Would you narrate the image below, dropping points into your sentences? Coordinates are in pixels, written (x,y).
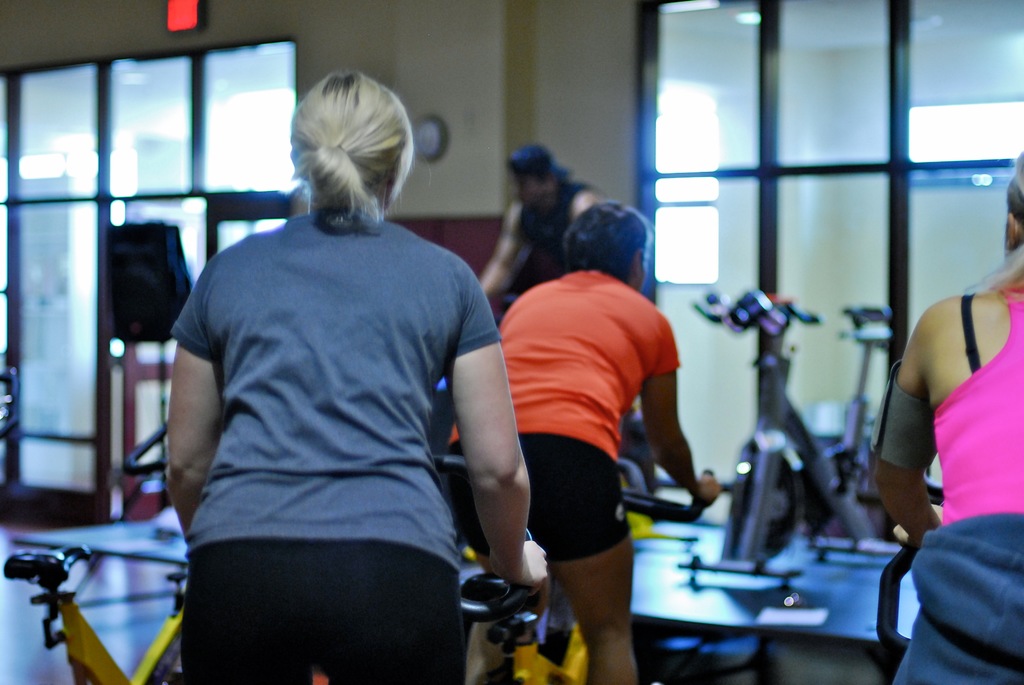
In the image in the center (487,348), we can see a few people (643,346) are riding cycles (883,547). In the background (491,244) there is a wall (419,115), glass (215,142) and a few other objects (772,610).
